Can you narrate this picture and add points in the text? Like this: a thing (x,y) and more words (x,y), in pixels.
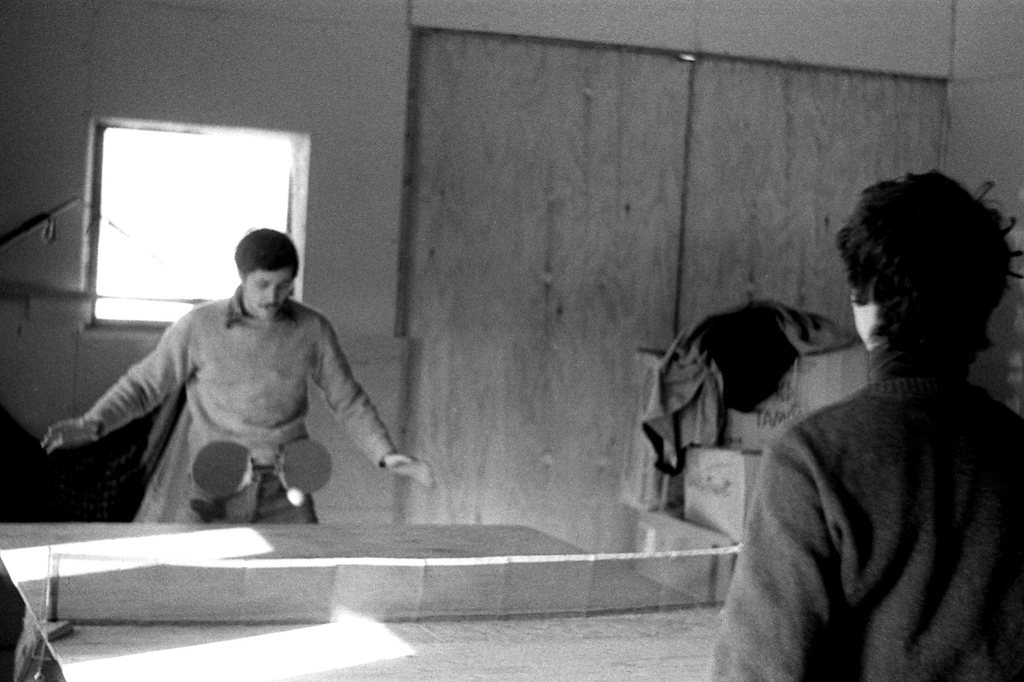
This is a black and white image. There are two persons (266,407) standing. At the bottom of the image (113,647), I can see a table tennis (178,602) with a net (440,595). On the right side of the image (701,491), I can see the cardboard boxes (747,428) and a cloth (731,401). In the background (432,141), I can see a window (253,145), wall (344,28) and a door (572,203).
